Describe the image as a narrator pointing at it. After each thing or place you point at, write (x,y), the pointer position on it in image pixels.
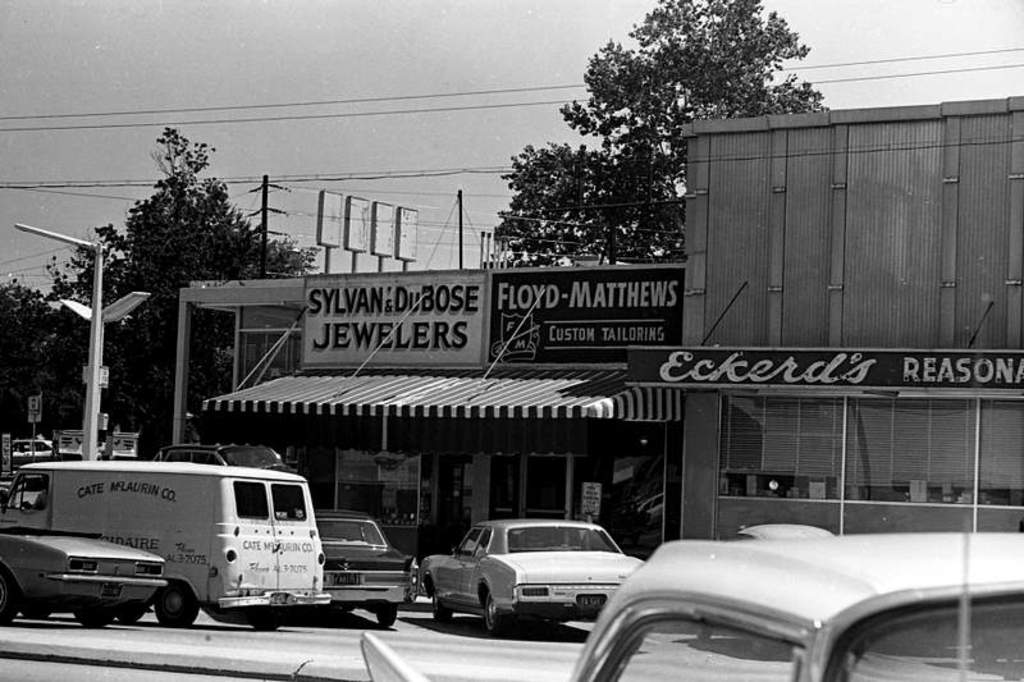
It looks like a black and white picture. We can see some vehicles (342,584) on the road (361,677) and behind the vehicles (480,535) there is a building (747,338) with boards (405,295) and on the left side of the building (300,348) there are poles (92,371) with cables (271,183). Behind the building (536,341) there are trees (575,221) and the sky (196,77).
